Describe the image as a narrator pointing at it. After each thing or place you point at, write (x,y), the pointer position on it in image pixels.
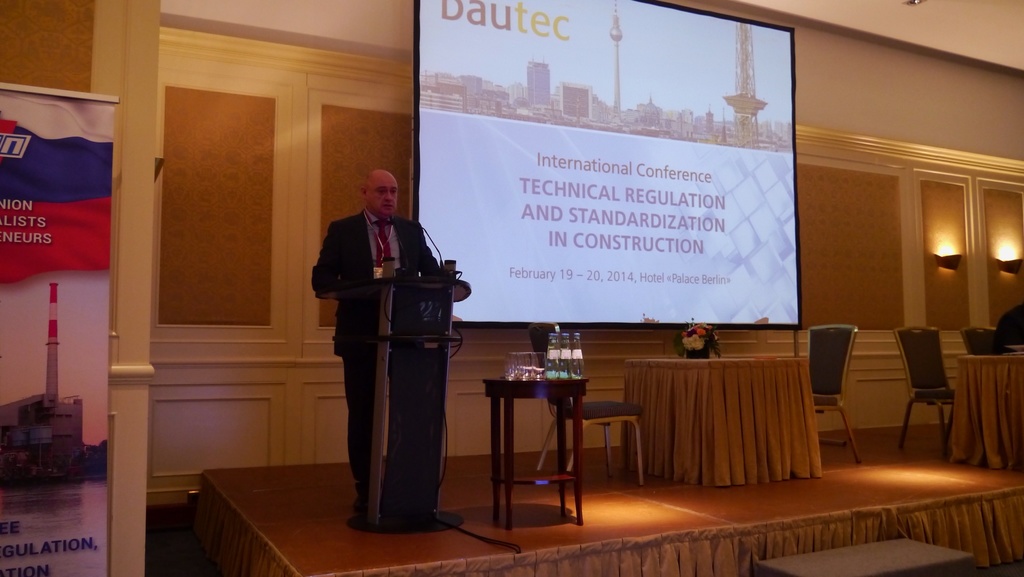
In this picture we can see man (352,302) standing at podium (387,461) and talking on mic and beside to him we can see screen (626,298), table (638,391), chairs (588,404) and on table (549,394) we have glasses (527,365), bottles (565,357), flower pot (688,329) and in background (993,256) we can see lights (945,260), banners (3,505).
